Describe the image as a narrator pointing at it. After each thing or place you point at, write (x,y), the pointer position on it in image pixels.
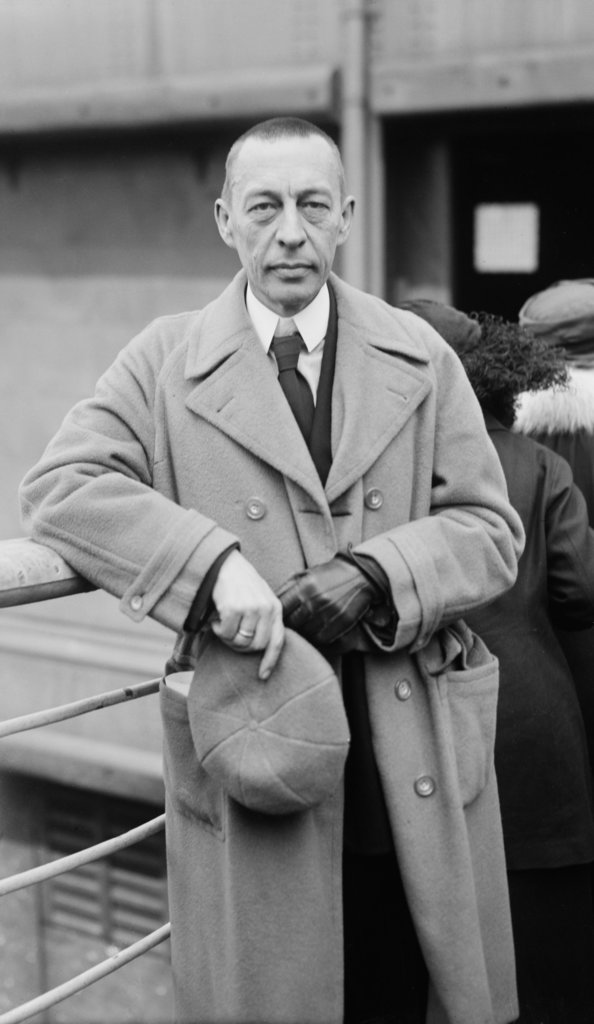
It looks like a black and white picture. We can see there are three people (419,986) standing on the path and a man (364,787) is holding a cap (245,688). Behind the people (246,531) there is an iron fence (33,1013) and a wall (162,237).
